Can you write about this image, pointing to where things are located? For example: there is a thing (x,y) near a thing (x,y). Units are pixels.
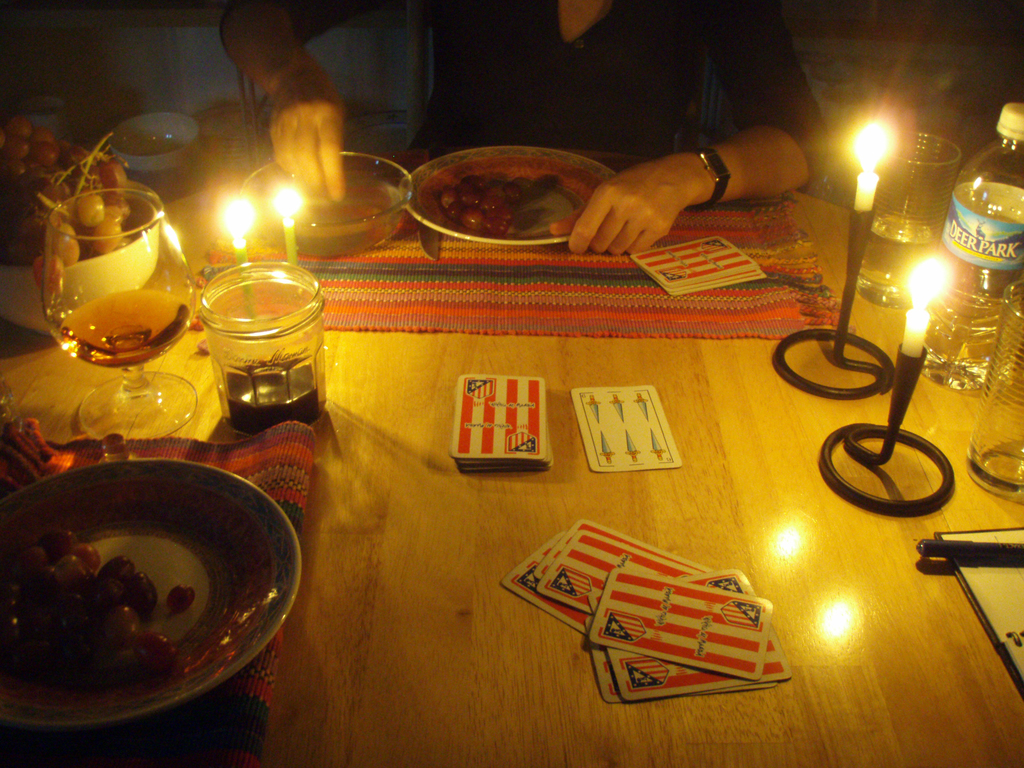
In this picture we can see person (670,192) sitting beside to table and on table (203,184) we can see plate (535,153), bowl (334,237), glass (125,262), jar (213,304), cards (523,403), candle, bottle (1019,144), fruits (498,208), some food (505,222).
